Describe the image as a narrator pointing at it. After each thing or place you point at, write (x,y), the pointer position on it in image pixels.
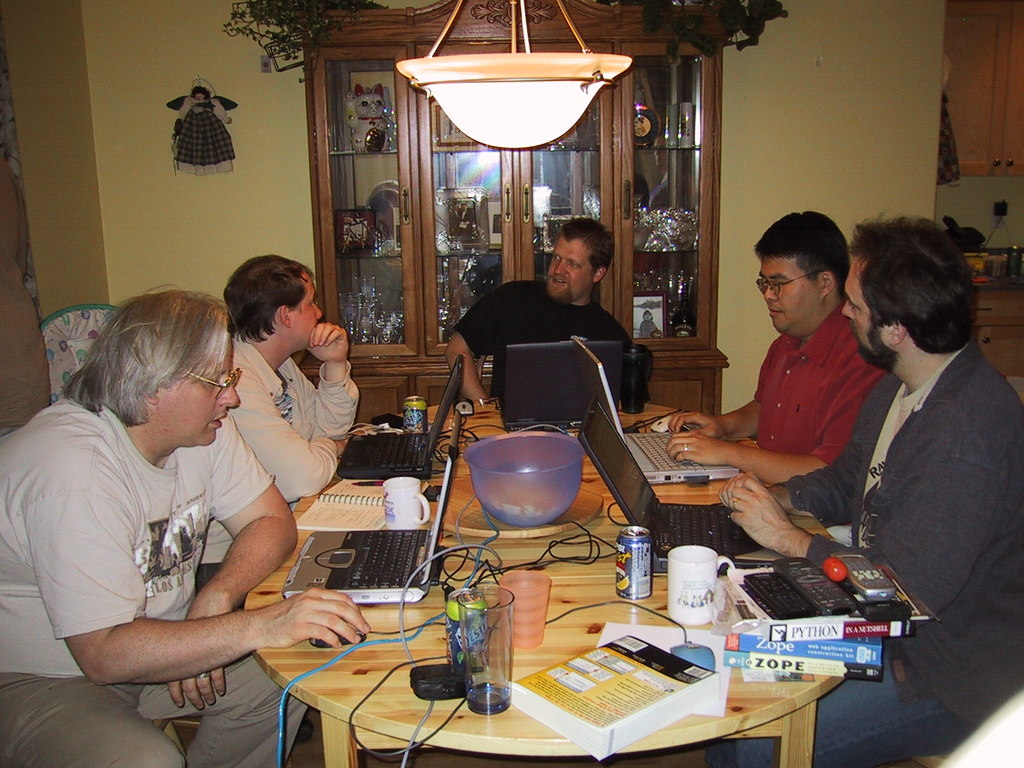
These five persons (212,371) sitting on the chair (96,323). We can able to see table (318,691). On the table (479,413) we can see laptops (418,467), bowl (533,463), cup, glass (503,619), book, cable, remote (814,590). On the background (540,176) we can see wall (806,143), cupboard (717,172). On the top (480,134) we can see light (475,123).
